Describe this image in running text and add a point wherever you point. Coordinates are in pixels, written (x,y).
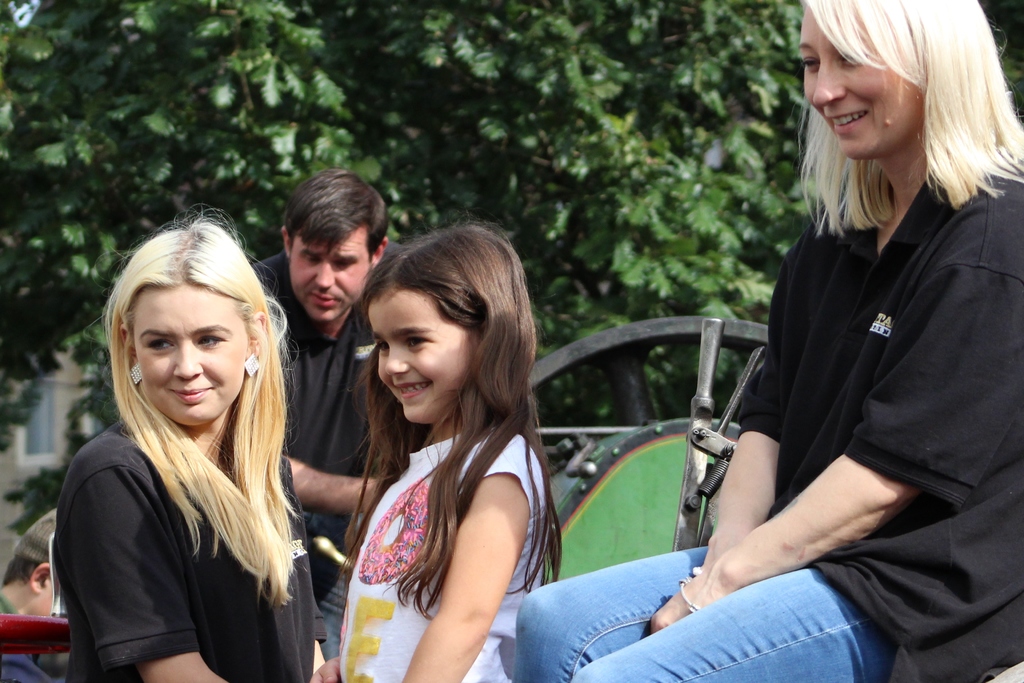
In this picture we can see two women (252,591) and a girl (502,494) smiling and at the back of them we can see two people (338,258), some objects (612,351) and in the background (23,415) we can see trees (228,163).
